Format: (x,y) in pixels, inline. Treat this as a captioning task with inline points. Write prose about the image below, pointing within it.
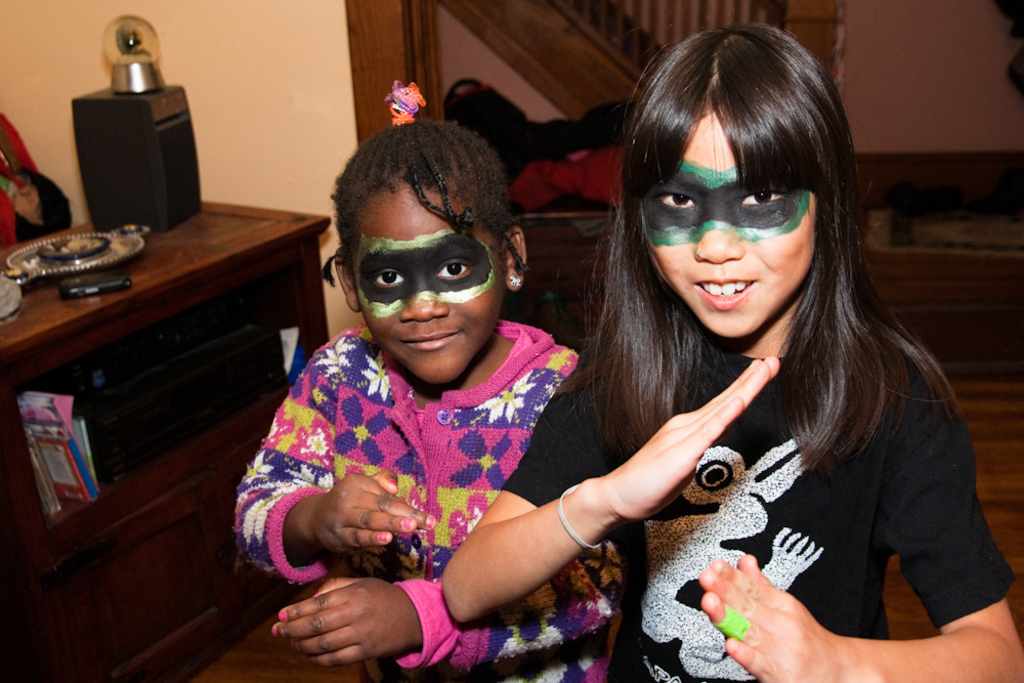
In this image we can see two people (384,269), behind them there is a table (16,558) with some objects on it. In the background (965,23) we can see a handrail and the wall (63,40).
